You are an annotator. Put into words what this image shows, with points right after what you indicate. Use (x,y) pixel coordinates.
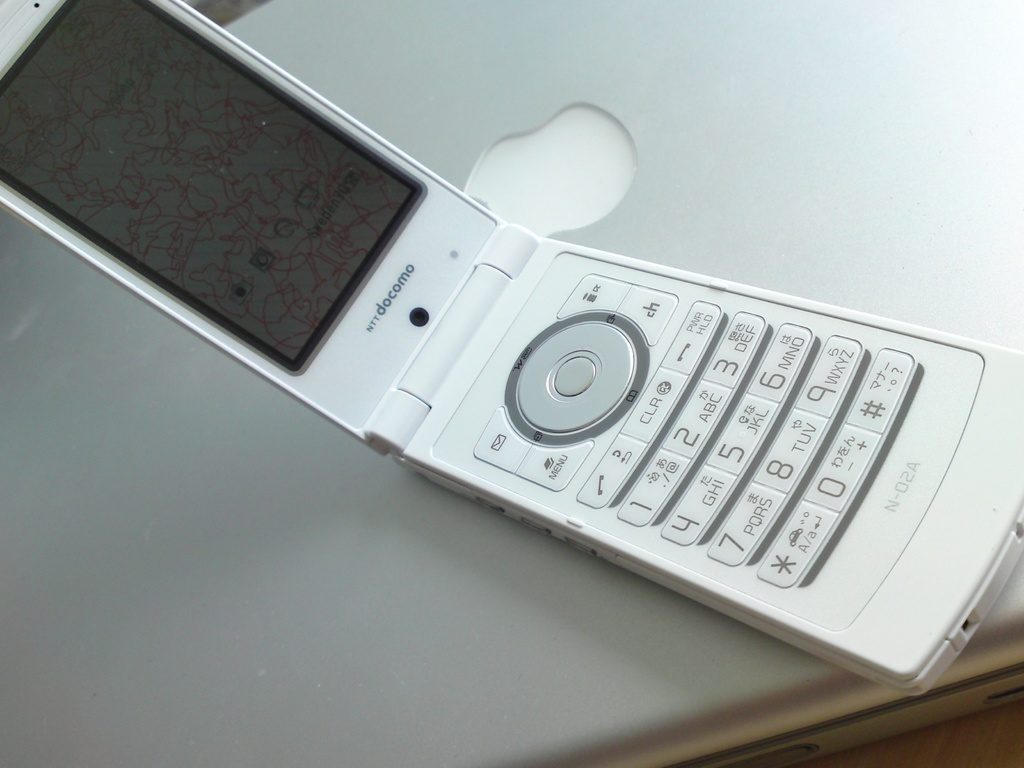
In this image we can see a mobile phone (477,337) which is in white color is on the laptop (216,441).
